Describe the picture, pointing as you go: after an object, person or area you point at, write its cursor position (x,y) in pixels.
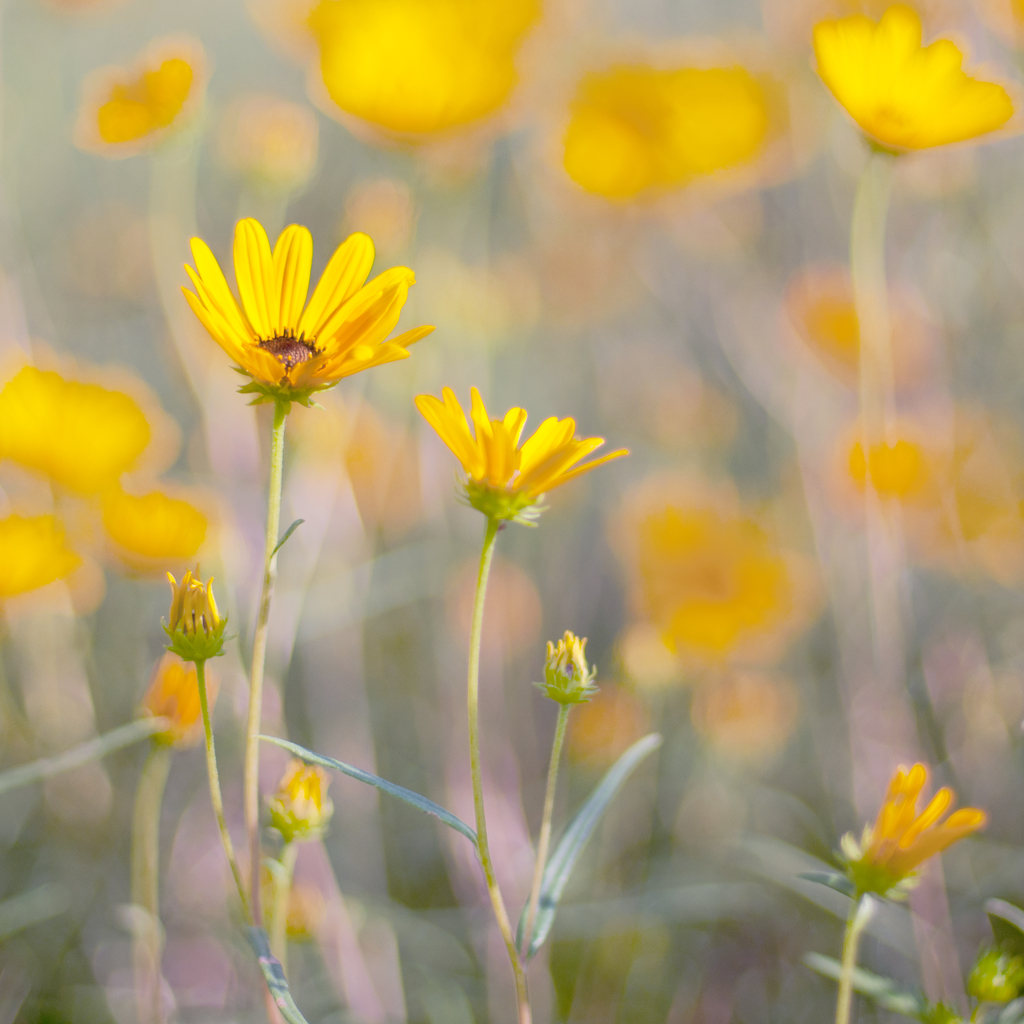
In this image we can see the flowers (489,434), flower buds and leaves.
